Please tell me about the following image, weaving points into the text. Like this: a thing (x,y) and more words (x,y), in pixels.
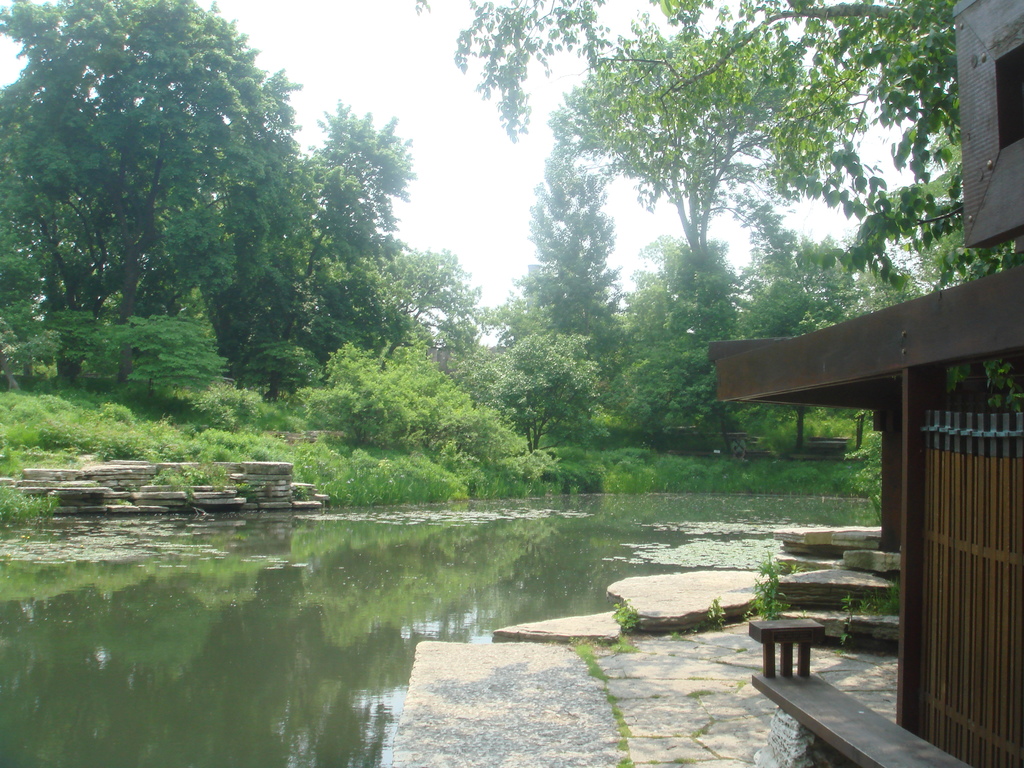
In this image there is the sky (450,148) towards the top of the image (445,164), there are trees (684,89), there are plants (497,452), there is water (399,541), there is an object (172,546) in the water (587,507) that looks like green algae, there are wooden objects (968,480) towards the right of the image (931,485).
